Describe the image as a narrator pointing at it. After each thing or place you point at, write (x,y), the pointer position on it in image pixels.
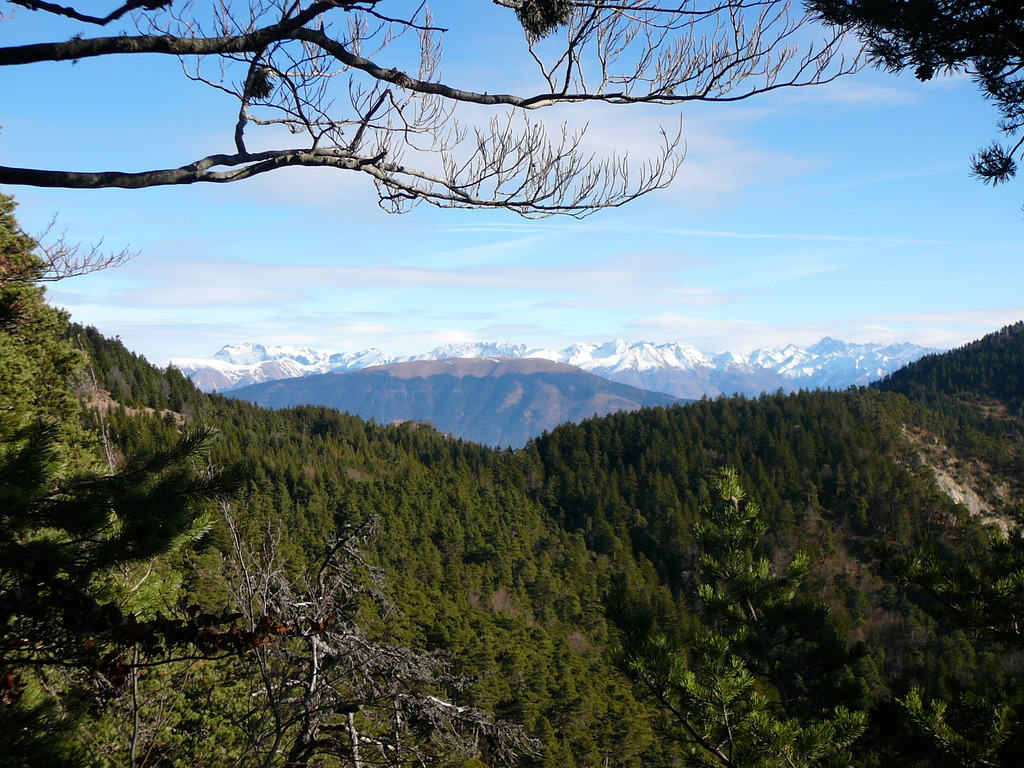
There are trees (453,595) on a hill (453,595). In the back (492,399) there are hills (446,378) and sky (512,185) with clouds (693,179).
